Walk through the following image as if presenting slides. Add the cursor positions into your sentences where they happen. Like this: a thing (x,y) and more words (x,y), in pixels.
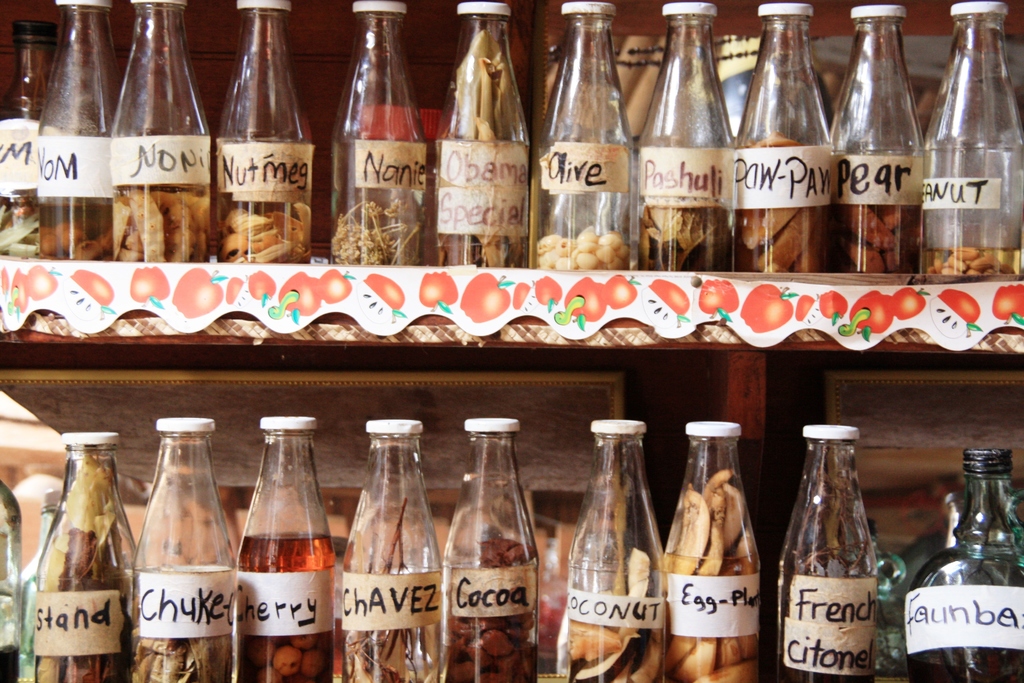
In this image I see number of bottles (965,5), which are in racks (37,19) and there are stickers (996,641) on each of them.
